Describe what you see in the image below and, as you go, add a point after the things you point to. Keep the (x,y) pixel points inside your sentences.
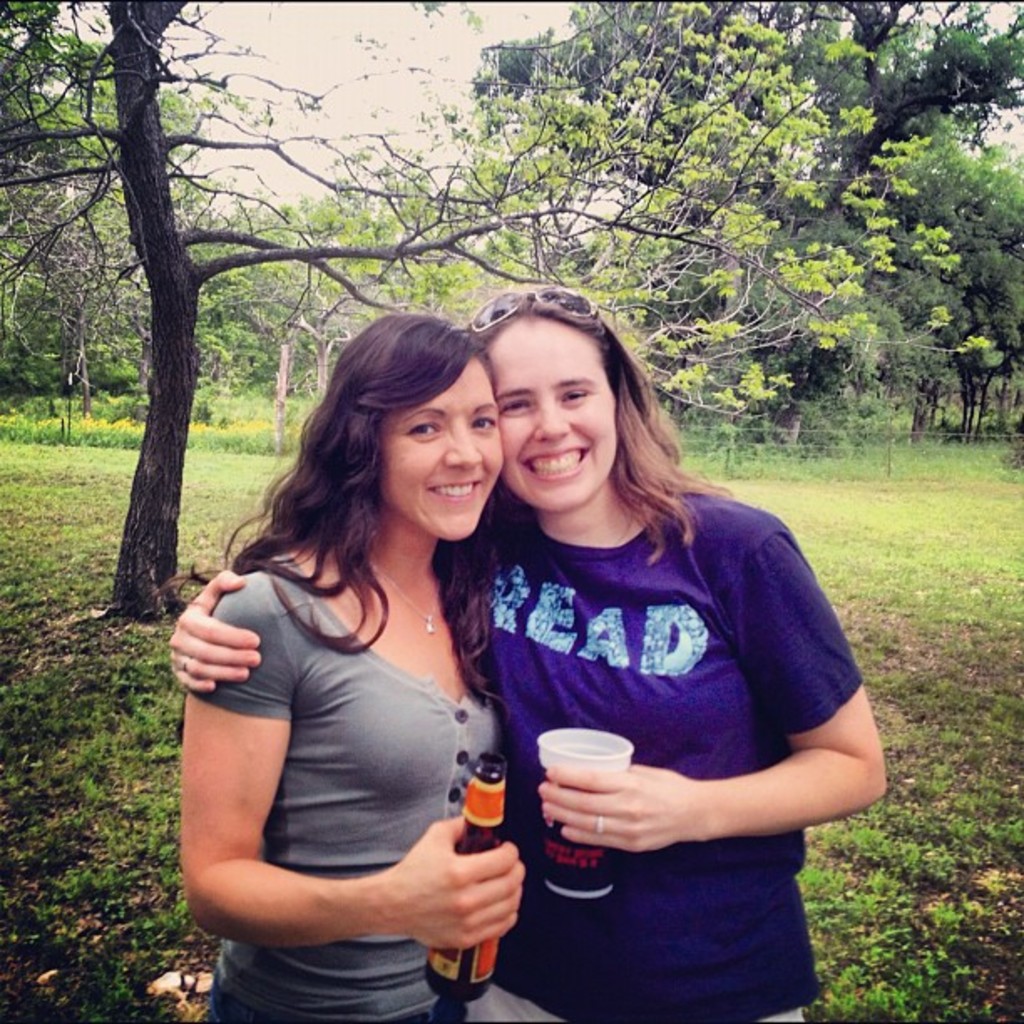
In this image I can see two women (540,621) are smiling and holding some objects (571,875) in their hand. In the background (415,165) I can see few trees (762,161).
